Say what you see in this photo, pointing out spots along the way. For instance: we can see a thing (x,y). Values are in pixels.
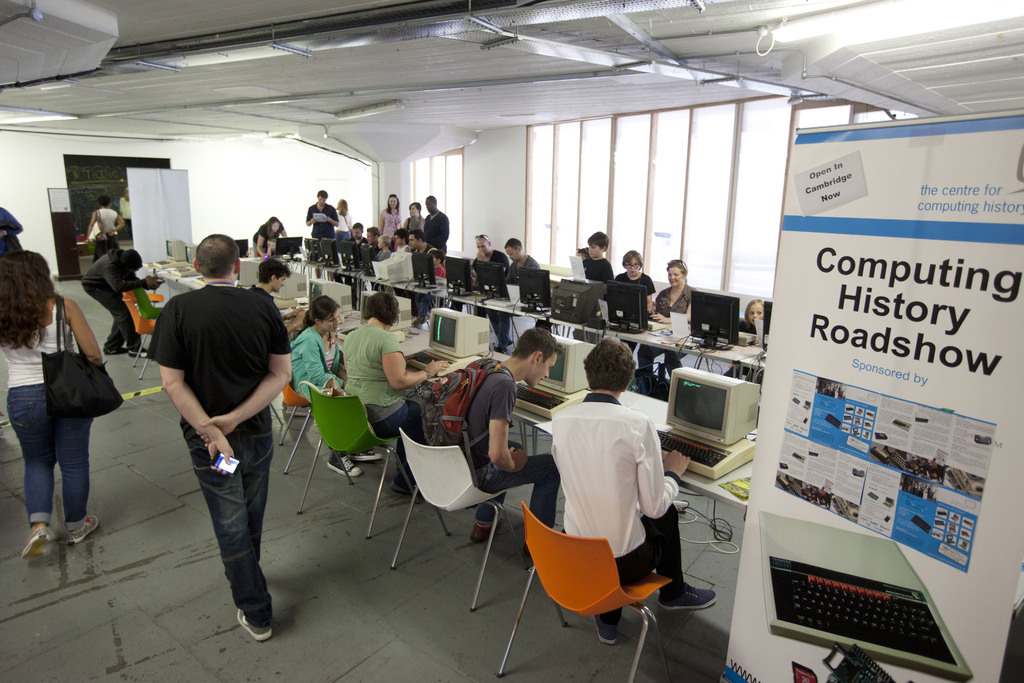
In this image, we can see people (393,398) and some are sitting on the chairs (599,551) and some of them are holding objects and wearing bags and there are monitors (467,312), keyboards (677,436), papers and some other objects (563,315) are on the tables (311,267). In the background (153,216), there are boards (86,205), lights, glassdoors (641,184) and we can see a banner (898,377) with some text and pictures (848,607) of some objects (853,625).
